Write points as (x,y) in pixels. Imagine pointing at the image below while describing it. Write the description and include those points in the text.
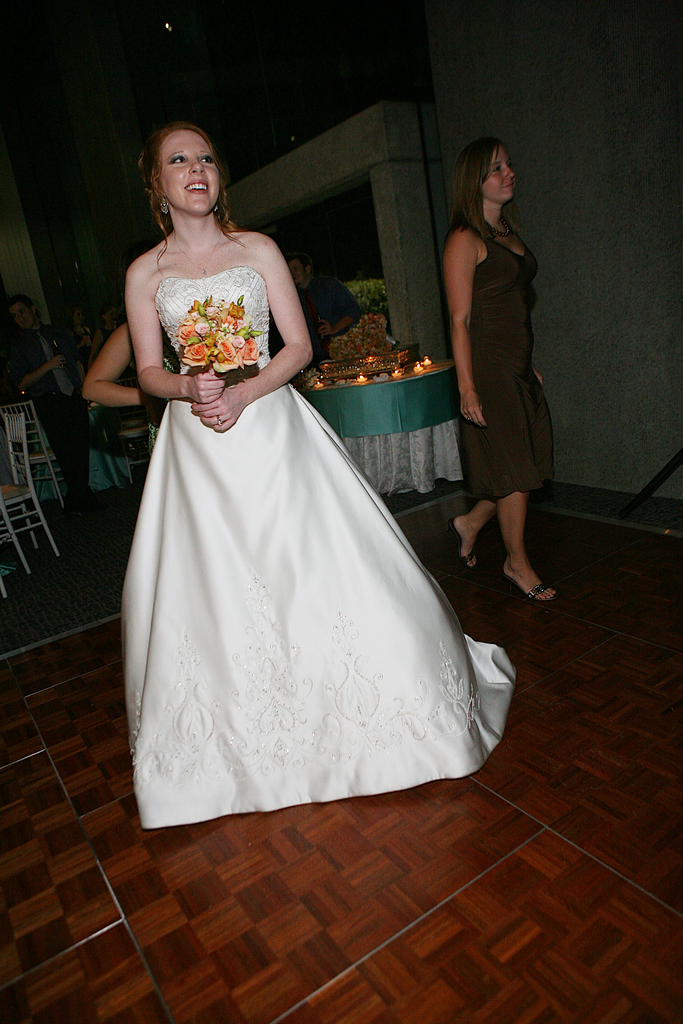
In the picture there is a woman (176,385) wearing white frock (208,450) and holding a bunch of flowers (223,372) in her hand (193,375), behind the woman (138,368) there are some other people (453,347) and to the left side (22,459) there are few chairs (11,421).
